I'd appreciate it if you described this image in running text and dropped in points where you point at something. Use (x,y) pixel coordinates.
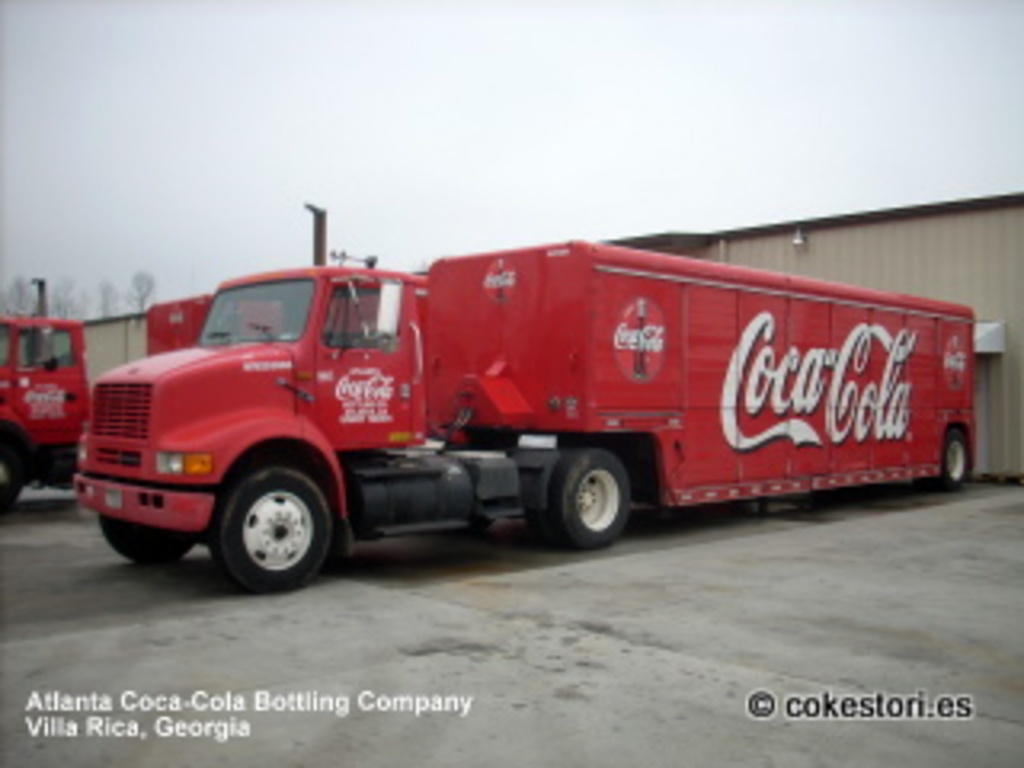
In this image, we can see trucks (322,434) in front of the shed (802,257). There is a sky (555,129) at the top of the image (516,77).
